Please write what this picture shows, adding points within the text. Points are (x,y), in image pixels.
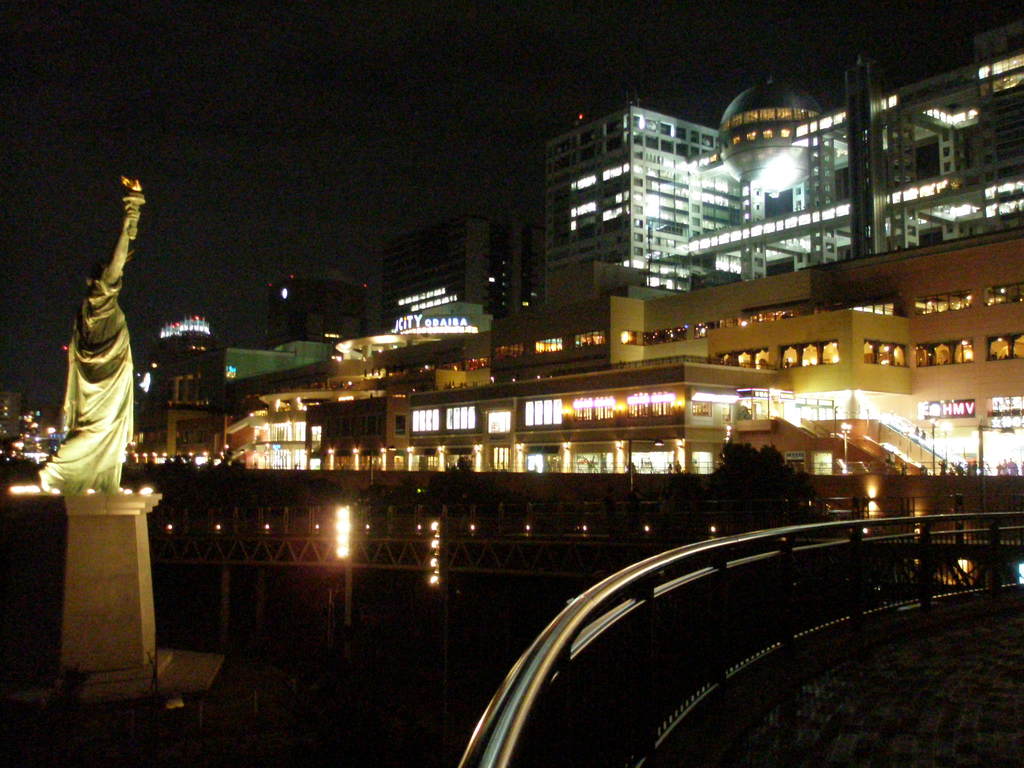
In this image I can see the dark picture in which I can see the railing (793,646), the bridge (566,550), few lights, a statue (109,487) and few buildings (478,312). In the background (382,224) I can see the dark sky (256,94).
